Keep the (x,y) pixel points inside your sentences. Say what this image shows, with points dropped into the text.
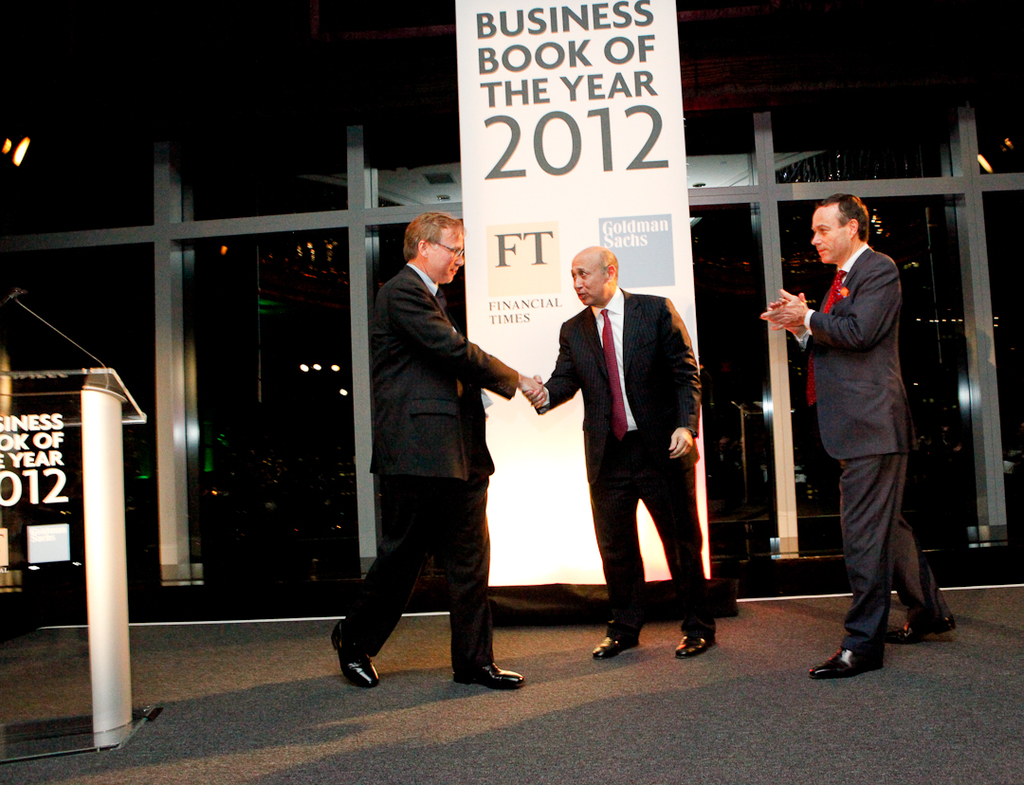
In this image, we can see people (674,318) standing and are wearing coats (624,362) and ties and one of them is holding hands (528,375) of an other person (652,401). In the background (563,128), there is a board (517,164) with some text (573,130) and we can see lights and rods (228,223) and there is a podium (94,457) and a mic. At the bottom (499,702), there is a floor (510,716).
